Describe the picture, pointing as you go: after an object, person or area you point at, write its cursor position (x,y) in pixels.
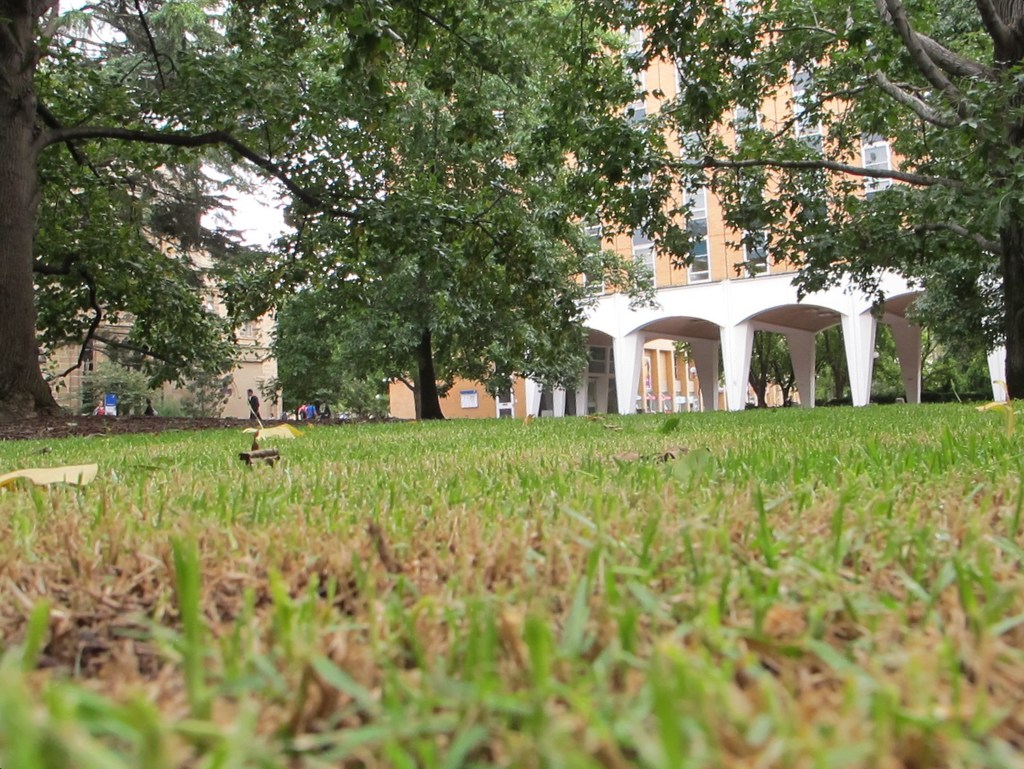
In the picture i can see some grass (535,454), trees (332,370) and in the background of the picture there are some persons (298,415) walking, there are some buildings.
